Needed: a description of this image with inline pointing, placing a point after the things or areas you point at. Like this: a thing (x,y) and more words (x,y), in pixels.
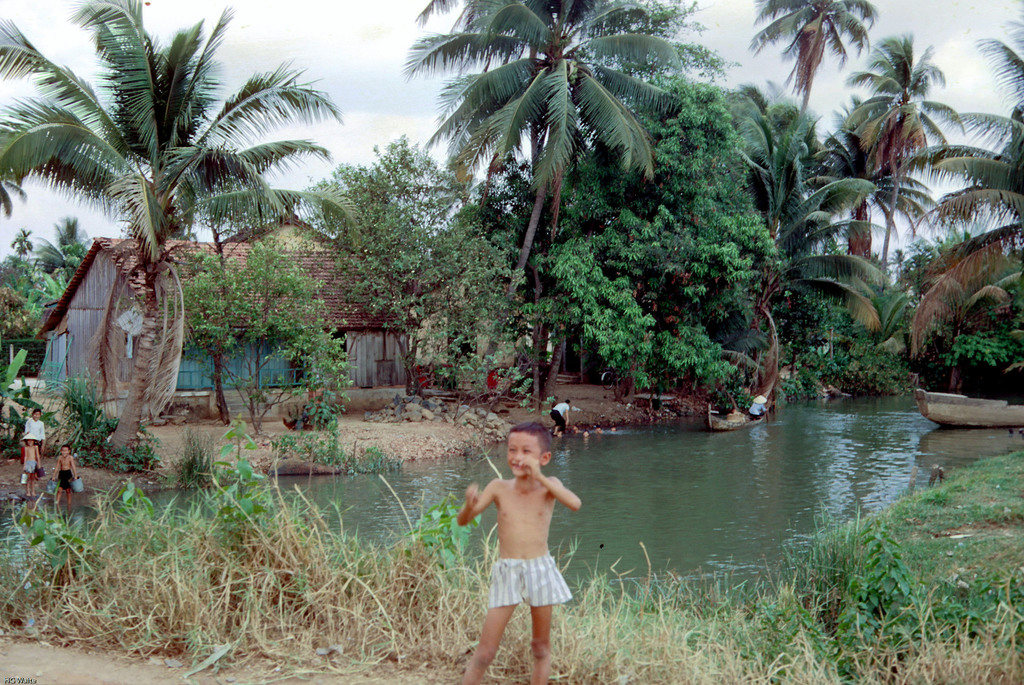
In this image I can see a group of people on the ground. In the background (792,438) I can see the lake (377,488), grass (241,526), trees (671,353) and houses (312,276). On the top (323,76) I can see the sky (282,46). This image is taken during a day.
